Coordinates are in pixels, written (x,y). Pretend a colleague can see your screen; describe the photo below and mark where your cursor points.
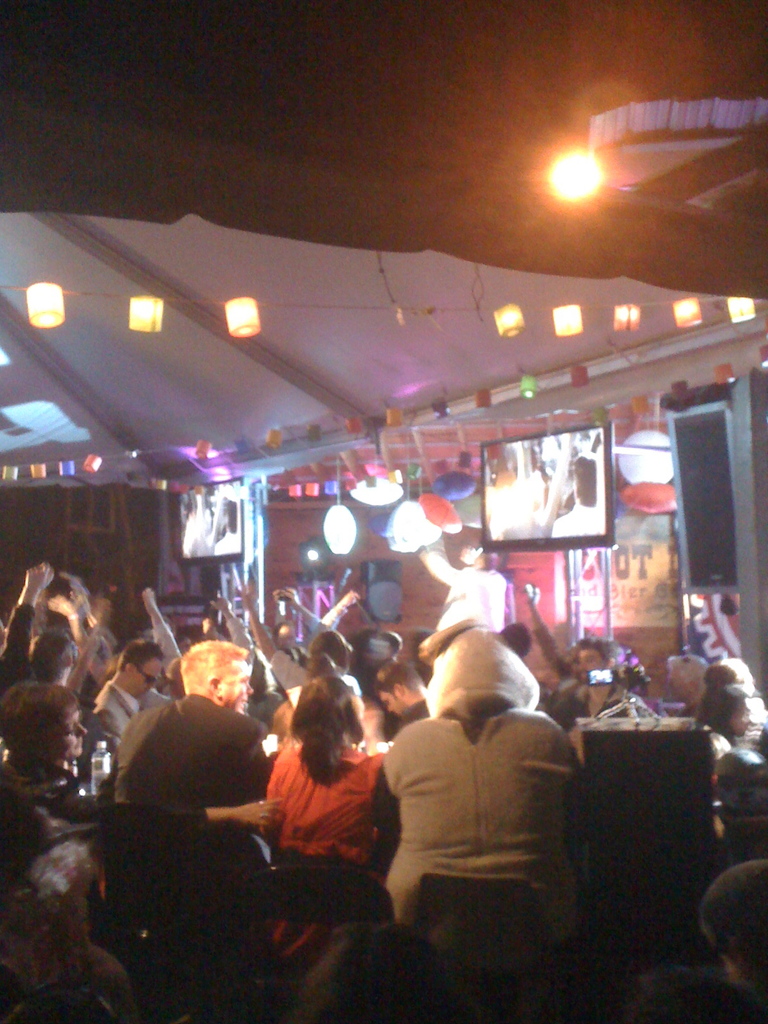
In this image, we can see some people (40,884) standing and there is a person (490,624) on the stage (572,628), we can see televisions (545,540) and a speaker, we can see some lights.
